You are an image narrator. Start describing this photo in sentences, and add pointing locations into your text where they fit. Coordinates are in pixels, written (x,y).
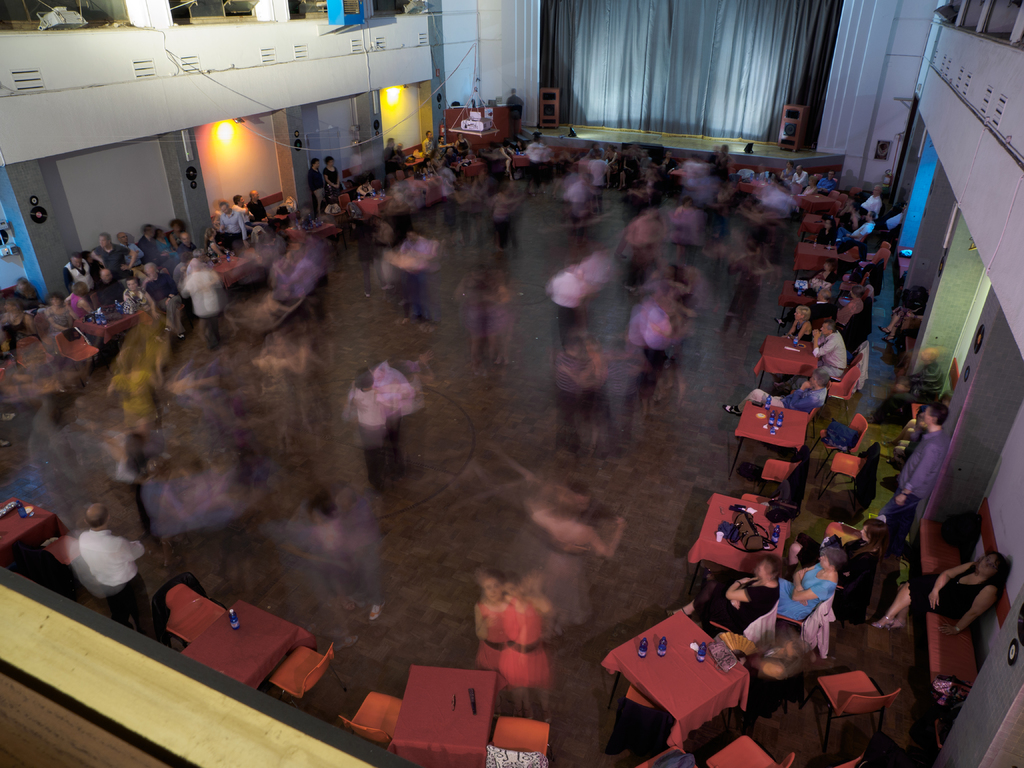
This is a blur image. In the center of the image (586,283) we can see some people (394,409) are dancing. In the background of the image (35,78) we can see the tables (678,740), chairs (730,746), lights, wall (2,141), curtain (823,50) and some people (845,548) are sitting on the chairs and some of them are standing. On the tables (699,715) we can see the objects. In the middle of the image (522,346) we can see the floor (621,503).
